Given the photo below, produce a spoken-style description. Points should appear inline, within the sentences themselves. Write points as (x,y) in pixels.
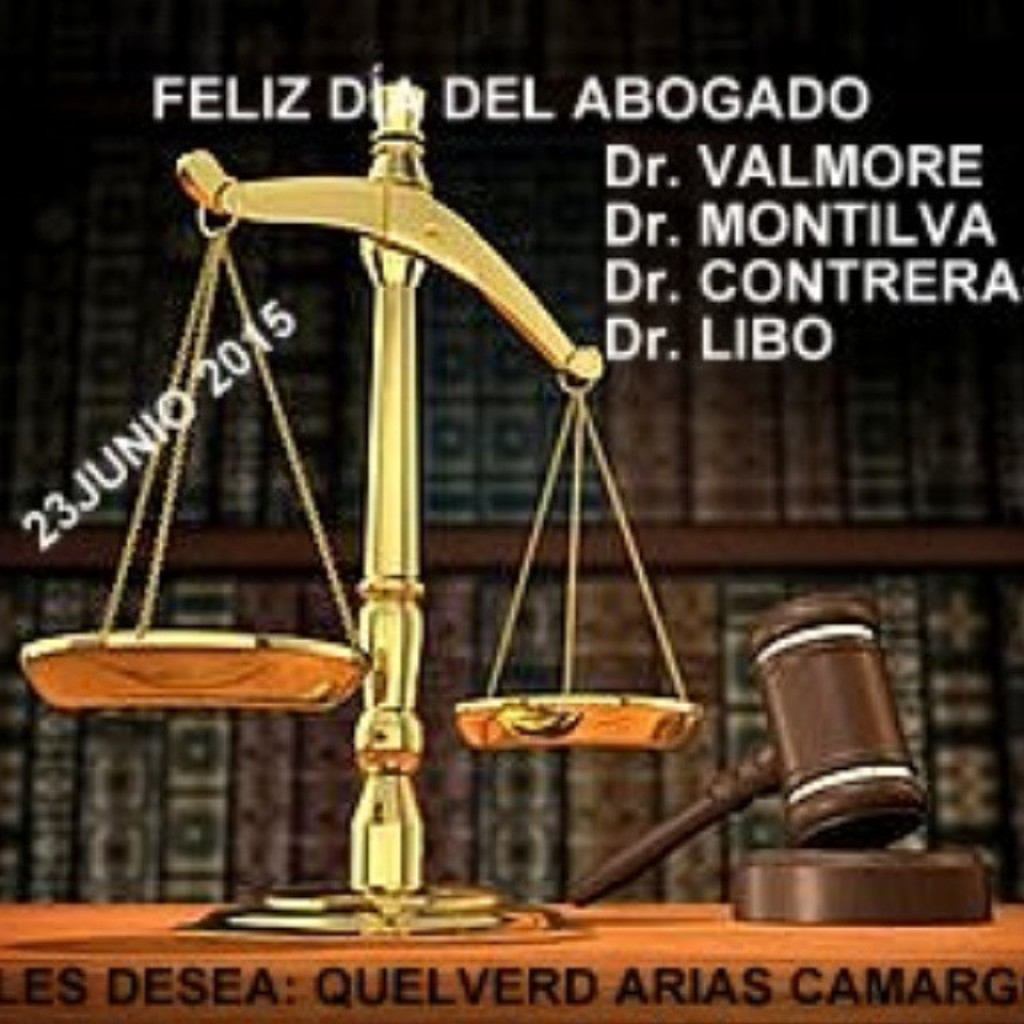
In the picture there is a weighing machine (360,646), a hammer (662,841) and there are some names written around the weighing machine (141,660), it is an edited image. The background of the machine (408,294) is blur.
